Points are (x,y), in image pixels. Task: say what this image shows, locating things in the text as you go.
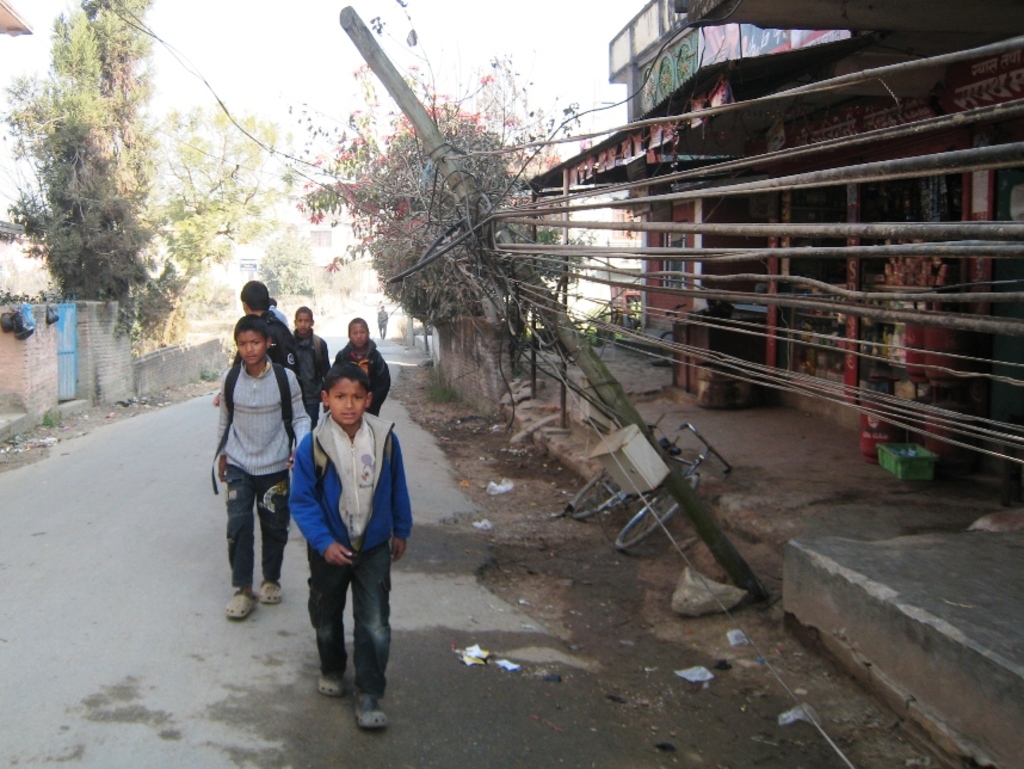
This is an outside view. On the left side (334,460) there are few children (257,419) wearing bags (281,396) and walking on the road (194,700). Beside the road (484,546) there is a pole (439,158) along with the wires (474,220) and also there is a bicycle (656,521). On both sides of the road (428,524), I can see the houses (49,323) and trees (157,235). At the top of the image (224,65) I can see the sky (254,55).
